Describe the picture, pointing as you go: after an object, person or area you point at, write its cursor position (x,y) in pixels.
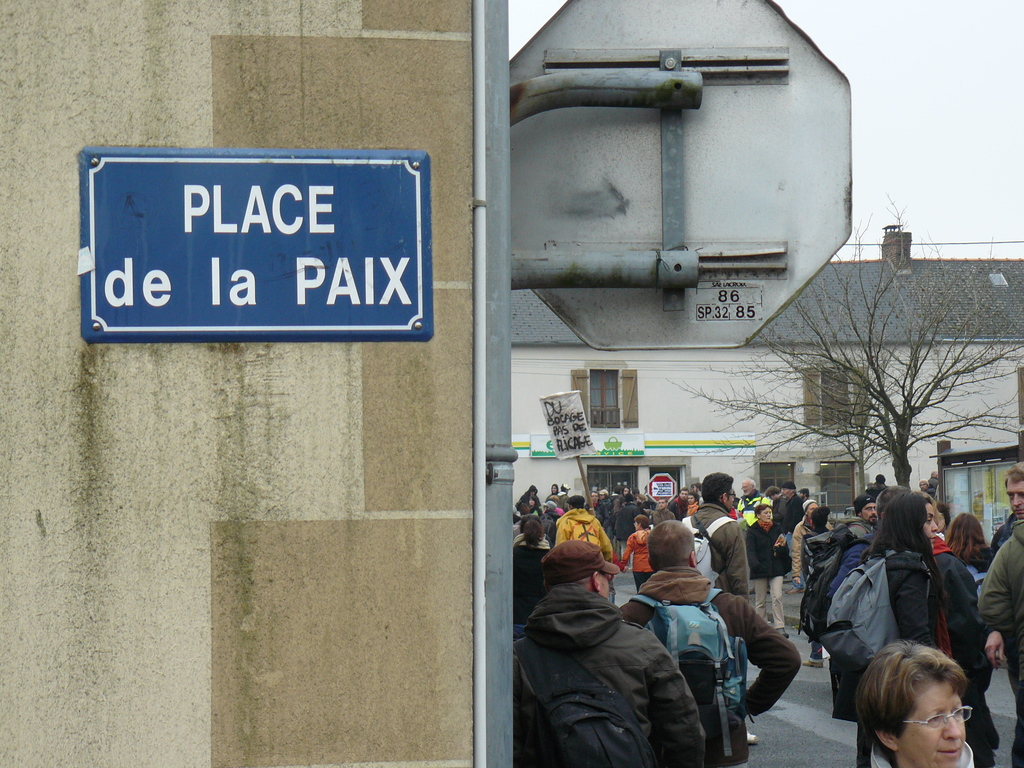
In the picture I can see a group of people (659,560) on the road (1007,673) and I can see a few of them carrying the bag (713,699) on their back (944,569). There are deciduous trees (897,432) on the right side (911,409). I can see the pipeline (502,321) on the wall (453,358) of the building (460,346). I can see the name plate board (285,203) on the wall (220,141) on the top left side (229,181). In the background (888,232), I can see a house (984,395). There are clouds (919,85) in the sky (916,87).
